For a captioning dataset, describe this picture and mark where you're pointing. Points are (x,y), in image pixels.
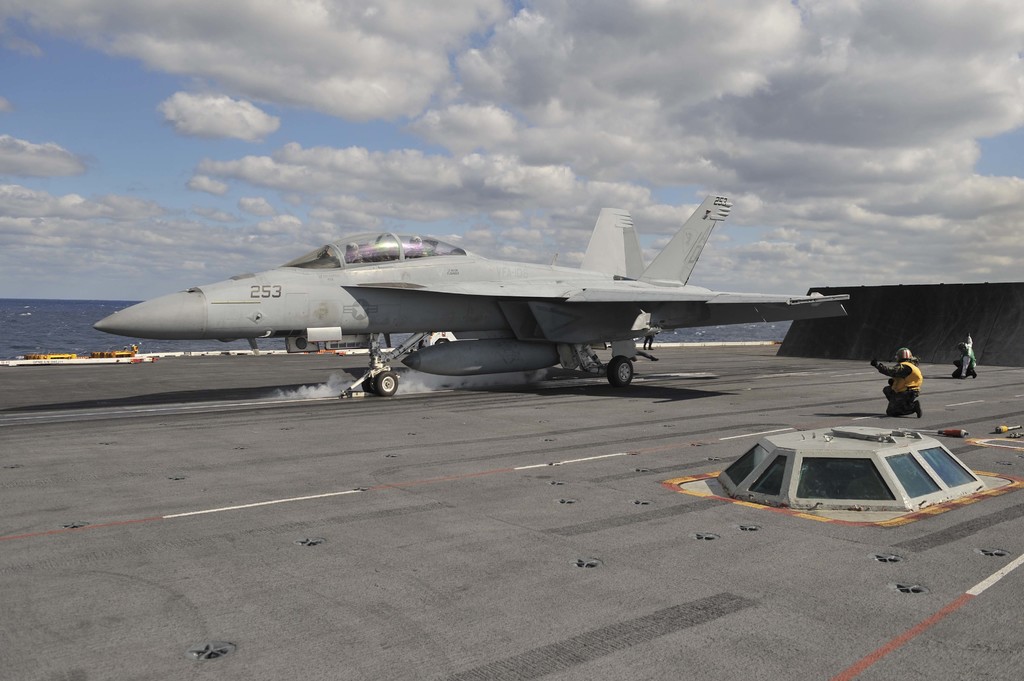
In the middle of the picture (344,315), we see an airplane (482,333) in grey color is on the runway (594,465). On the right side (896,378), the man (896,399) in a yellow jacket (909,381) and the man (956,372) in grey jacket (968,345) are in squat position. In the background (52,308), we see water (59,324). At the top of the picture (394,175), we see the sky (412,60) and the clouds (429,111).
